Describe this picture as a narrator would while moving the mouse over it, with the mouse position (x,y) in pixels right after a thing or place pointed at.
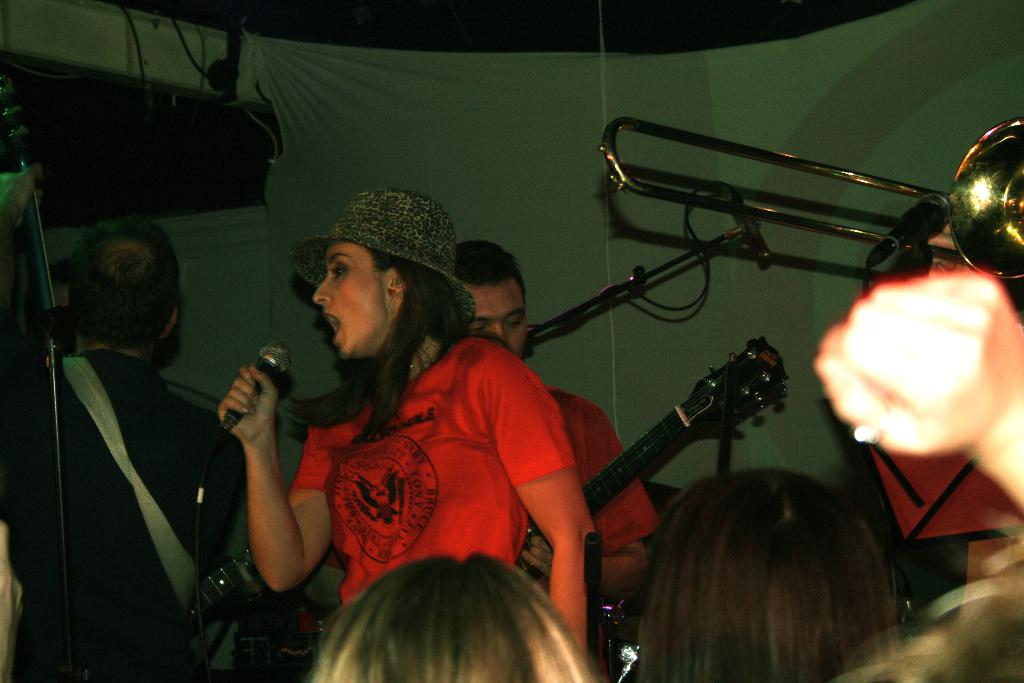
In this picture we can see a woman (488,382) who is singing on the mike (267,359). She wear a cap (365,237) and on the background (170,319) there are two persons (493,269). And they are playing guitar (635,458).
